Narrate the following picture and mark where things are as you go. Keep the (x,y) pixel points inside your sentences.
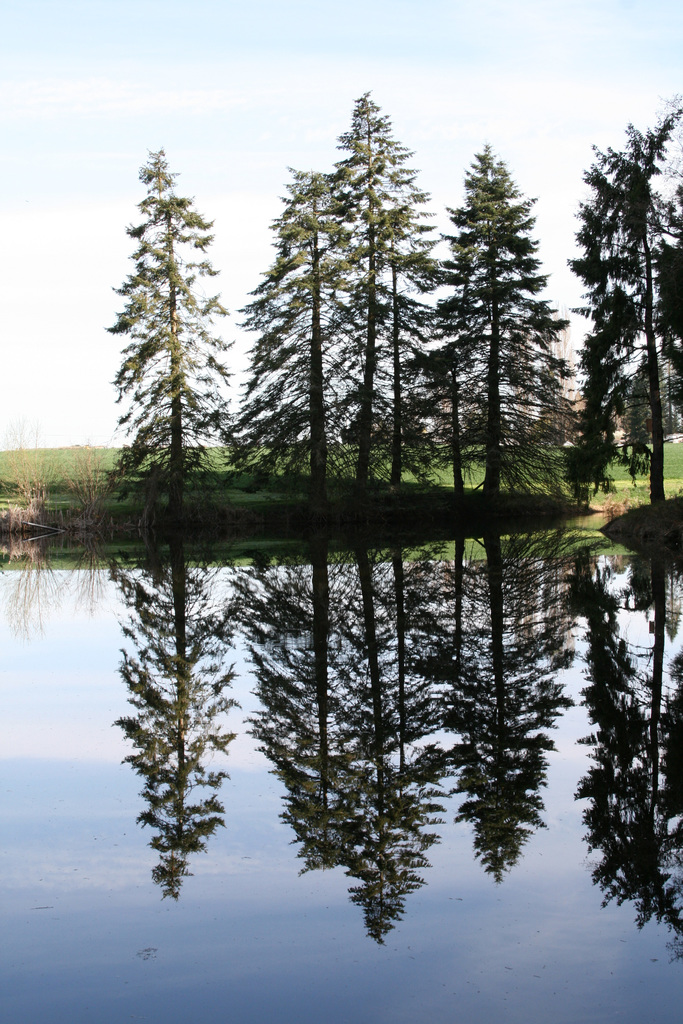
In this image we can see a water body (382,737), some plants (42,514), grass (50,508), a group of trees (144,404) and the sky (211,17) which looks cloudy.
